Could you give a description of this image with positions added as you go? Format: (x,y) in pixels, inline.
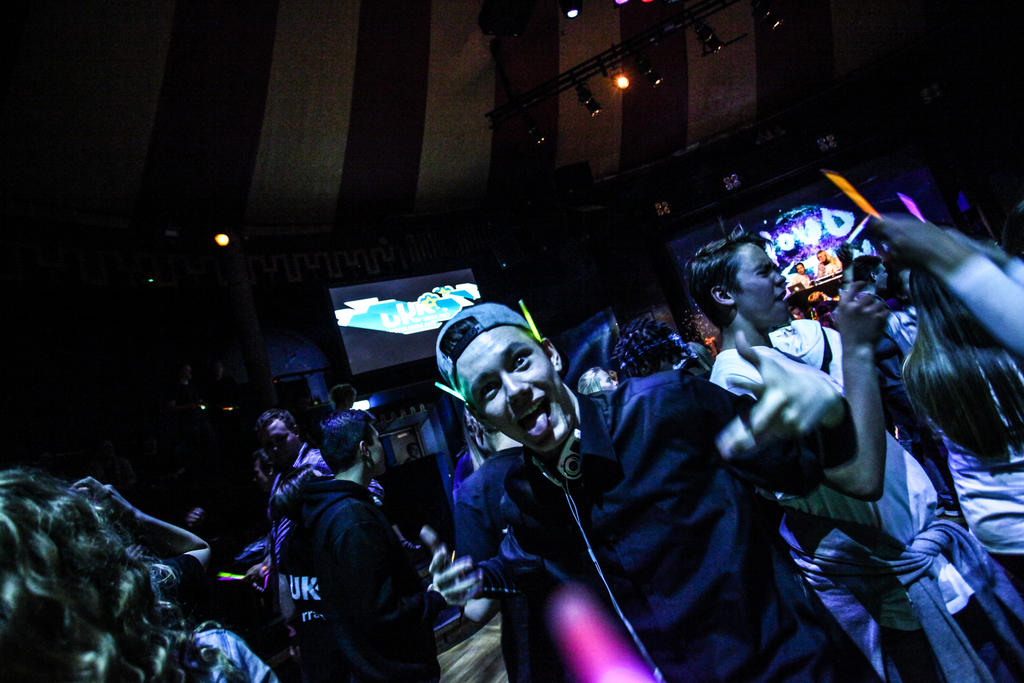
In this image I can see the group of people (633,565) with different color dresses (709,507). I can see one person (495,329) wearing the cap (491,319). In the background (438,334) there are screens (443,304) and lights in the top (753,226).
